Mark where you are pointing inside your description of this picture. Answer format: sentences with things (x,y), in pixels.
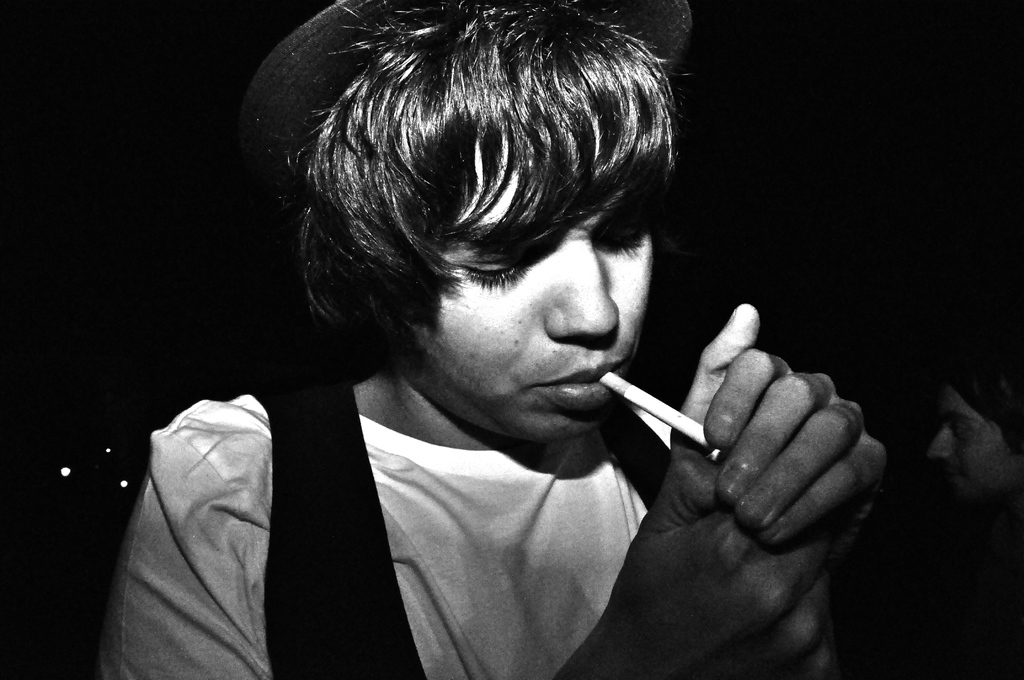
In this picture there is a man (460,116) wore hat (385,13) and smoking. In the background of the image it is dark and we can see a person (1019,519).
